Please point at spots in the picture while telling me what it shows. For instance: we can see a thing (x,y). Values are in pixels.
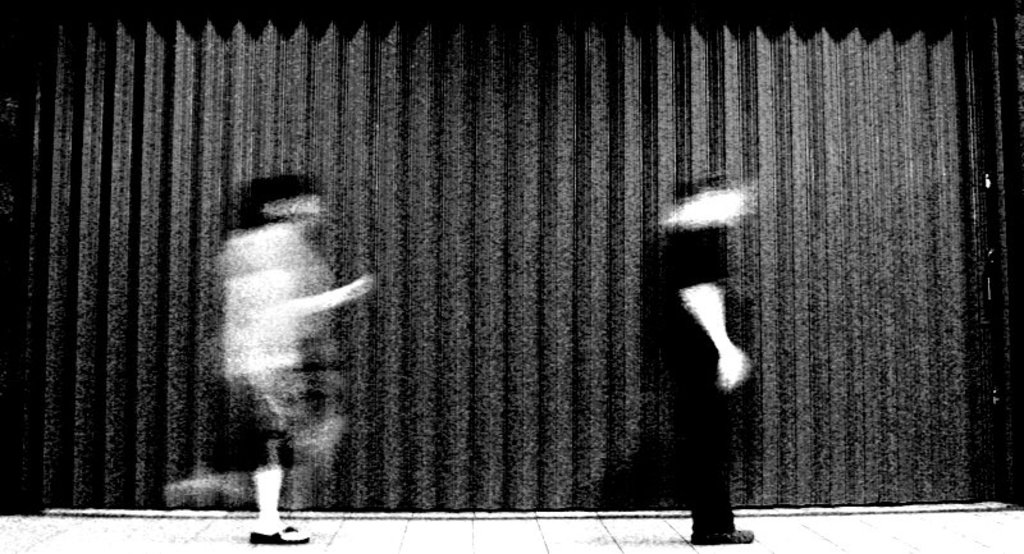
This is a black and white image. In this image we can see man (718,515) and woman (243,486) on the floor (150,543).
